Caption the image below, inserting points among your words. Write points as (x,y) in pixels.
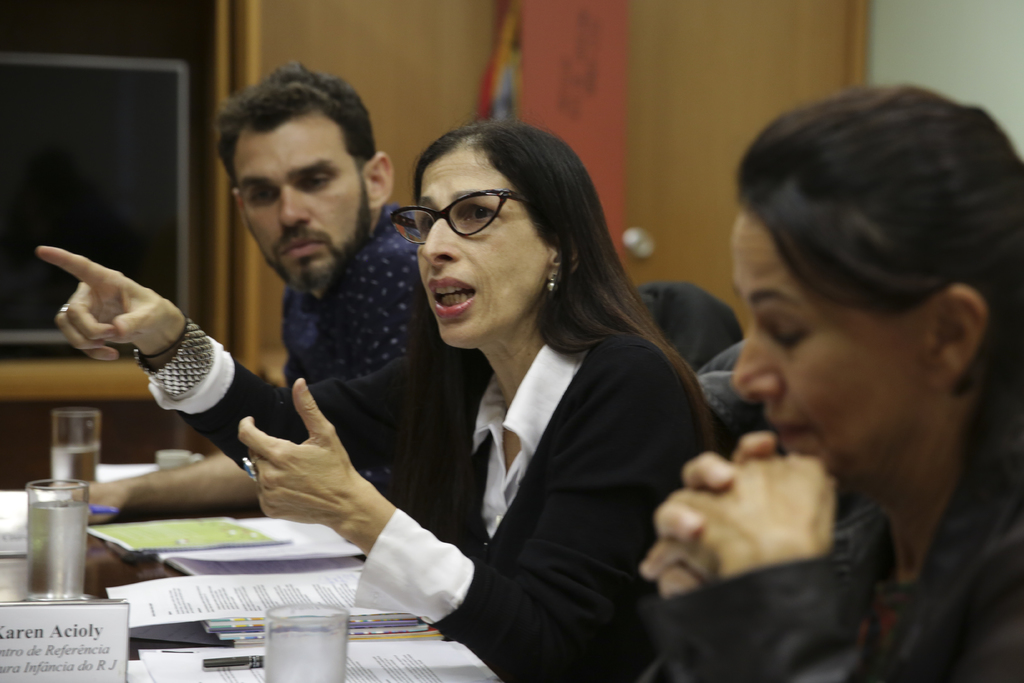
In the picture I can see three persons (761,210) sitting where one among them is speaking and there is a table (279,546) in front of them which has few papers (261,643) and some other objects (202,527) on it and there are some other objects (346,11) in the background (567,83).
